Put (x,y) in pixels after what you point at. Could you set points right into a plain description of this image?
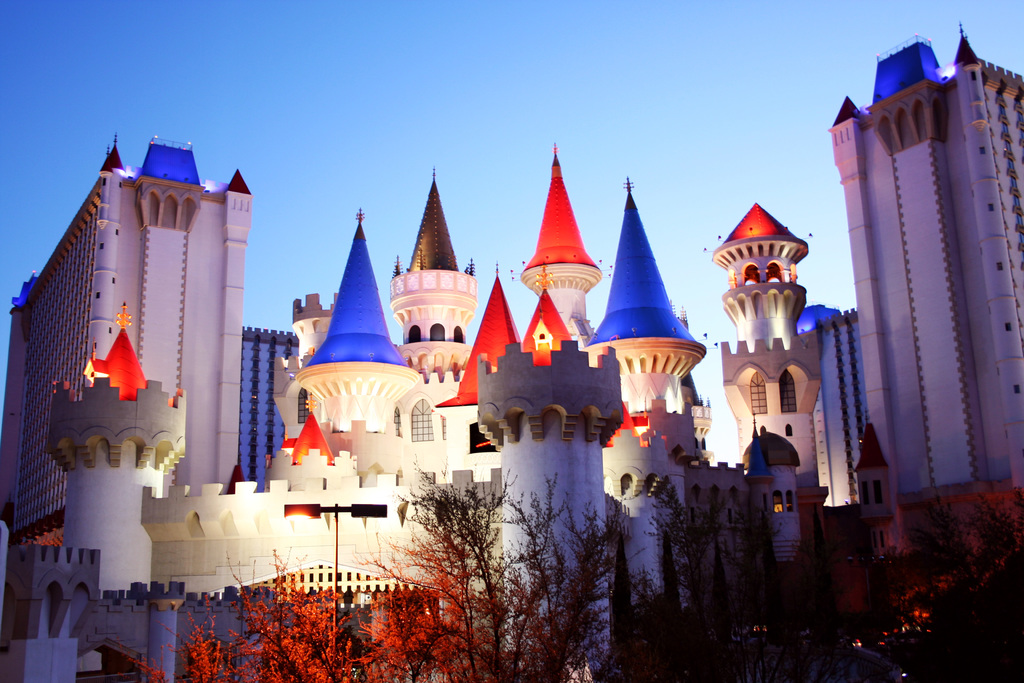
In this picture we can see some trees (609,678) and buildings (443,238) from left to right. Sky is blue in color.
